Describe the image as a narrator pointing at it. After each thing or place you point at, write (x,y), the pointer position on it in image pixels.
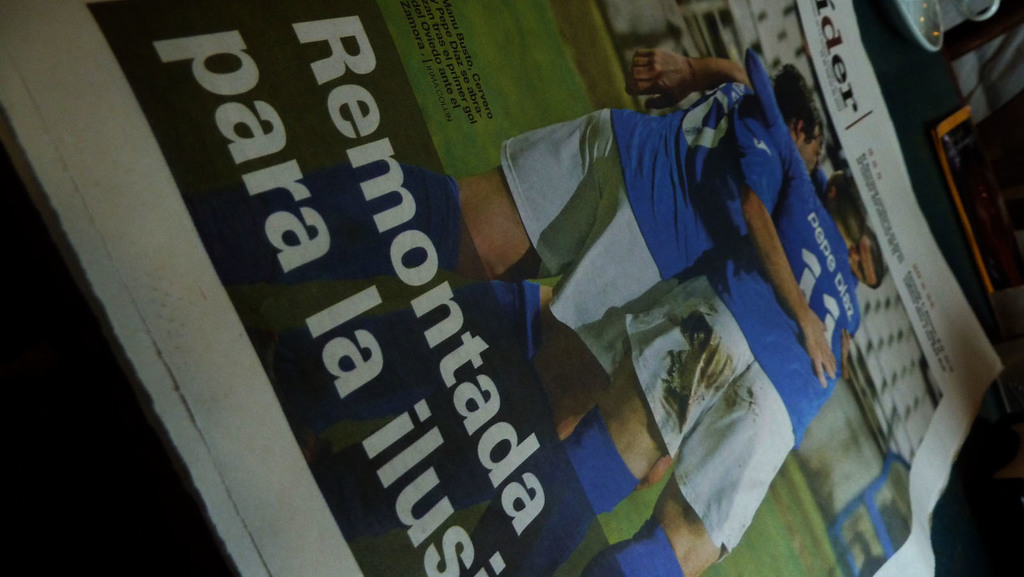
In this picture, we see a newspaper (804,206) and a saucer (906,18) are placed on the table (925,110). In the newspaper (668,205), we see three men (730,233) in blue T-shirt (705,255) are standing. They might be playing the football. At the bottom of the picture (394,430), we see some text (380,301) written on it.
